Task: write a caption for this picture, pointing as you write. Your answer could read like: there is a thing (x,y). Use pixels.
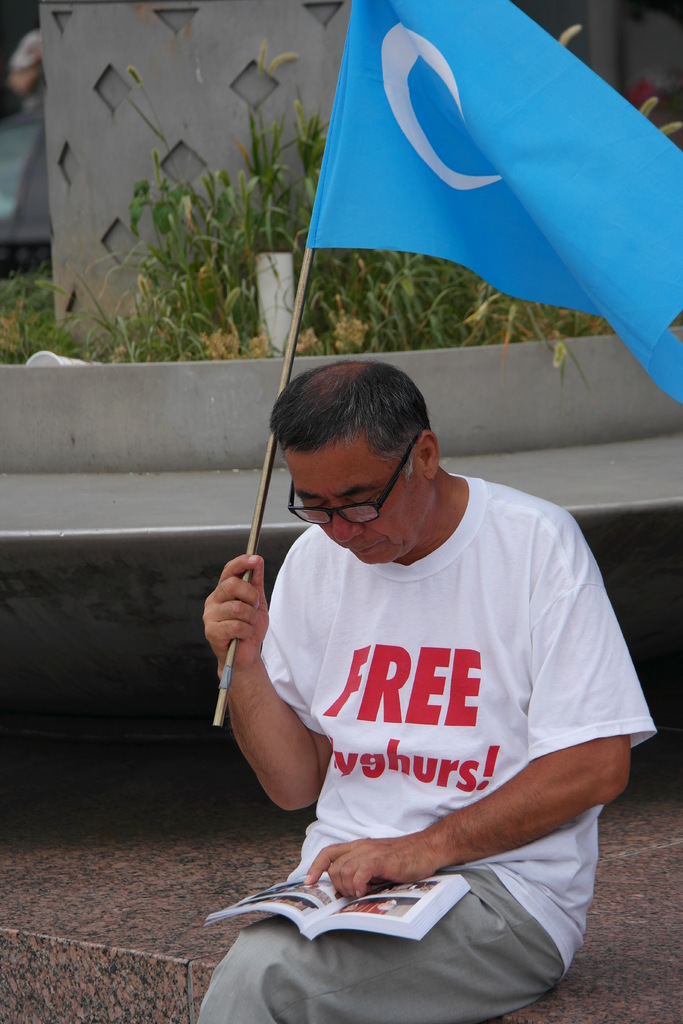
There is a person (378,632) wearing specs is holding a flag (562,275) and sitting. He is holding a book (363,916) on the lap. In the back (519,299) there are grasses (374,280). Also there is a small wall (97,538).
